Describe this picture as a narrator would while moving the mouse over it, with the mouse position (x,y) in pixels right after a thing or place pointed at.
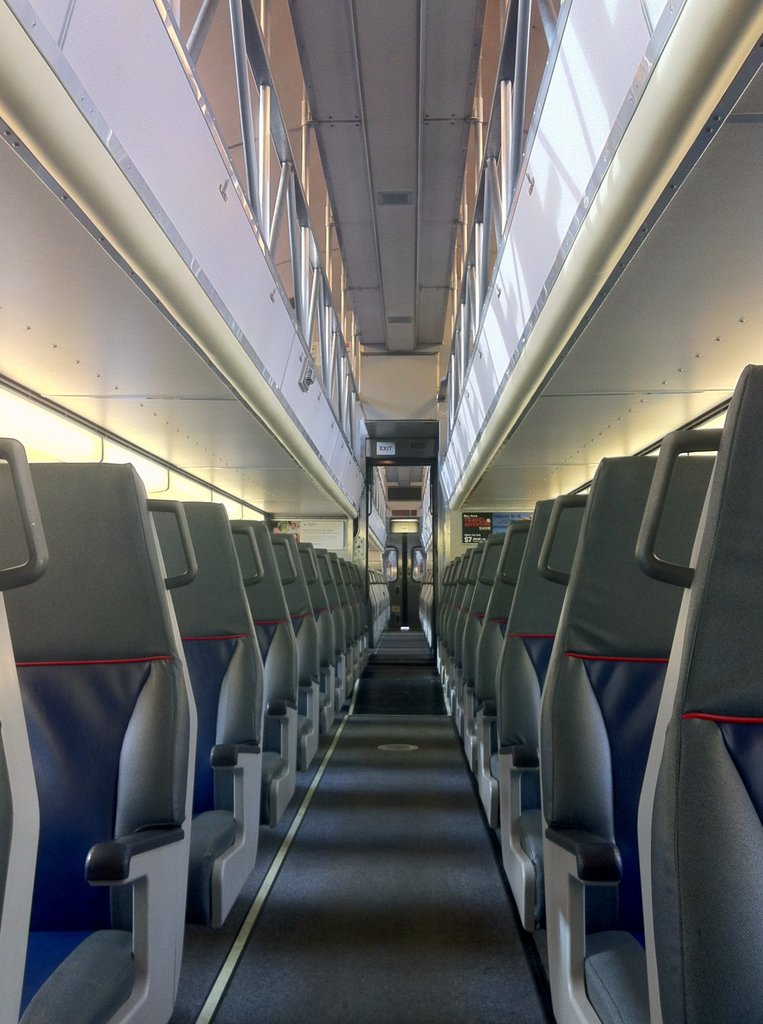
In this picture I can see a number of sitting chairs (203,734).
